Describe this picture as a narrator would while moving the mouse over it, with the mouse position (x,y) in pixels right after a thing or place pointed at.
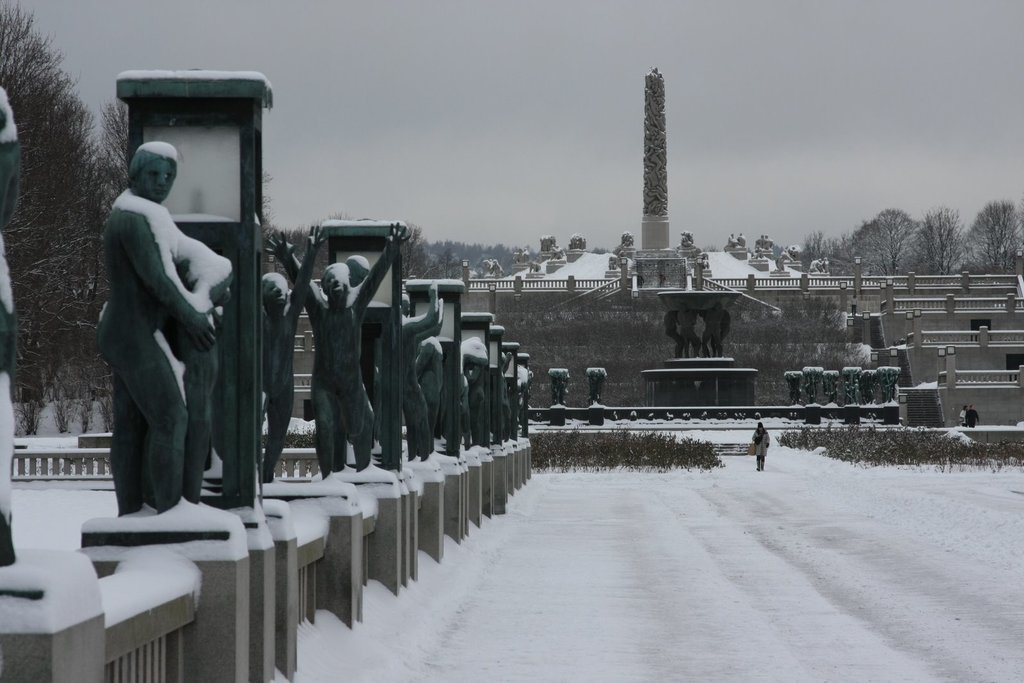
In this picture we can observe statues (191,326) of human beings (129,328) covered with some snow (164,239). There is snow (603,537) on the land (703,558). We can observe some plants (928,445). In the background (658,117) there is a tower (658,103). There are some trees (435,253) and a sky (556,103).
